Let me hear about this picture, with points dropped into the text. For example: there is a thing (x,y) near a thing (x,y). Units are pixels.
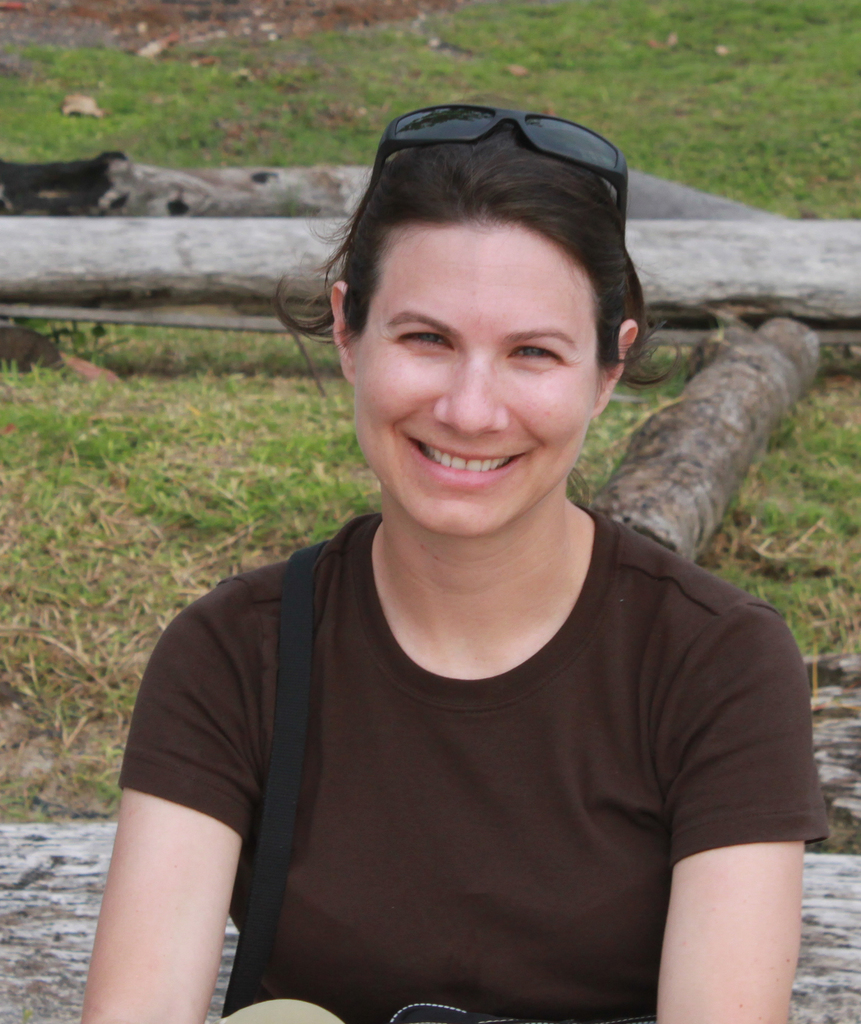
In this picture we can see a woman (377,473) smiling and on her head (366,414) we can see goggles (598,174) and in the background (637,185) we can see the grass (856,520) and wooden logs (162,284).
